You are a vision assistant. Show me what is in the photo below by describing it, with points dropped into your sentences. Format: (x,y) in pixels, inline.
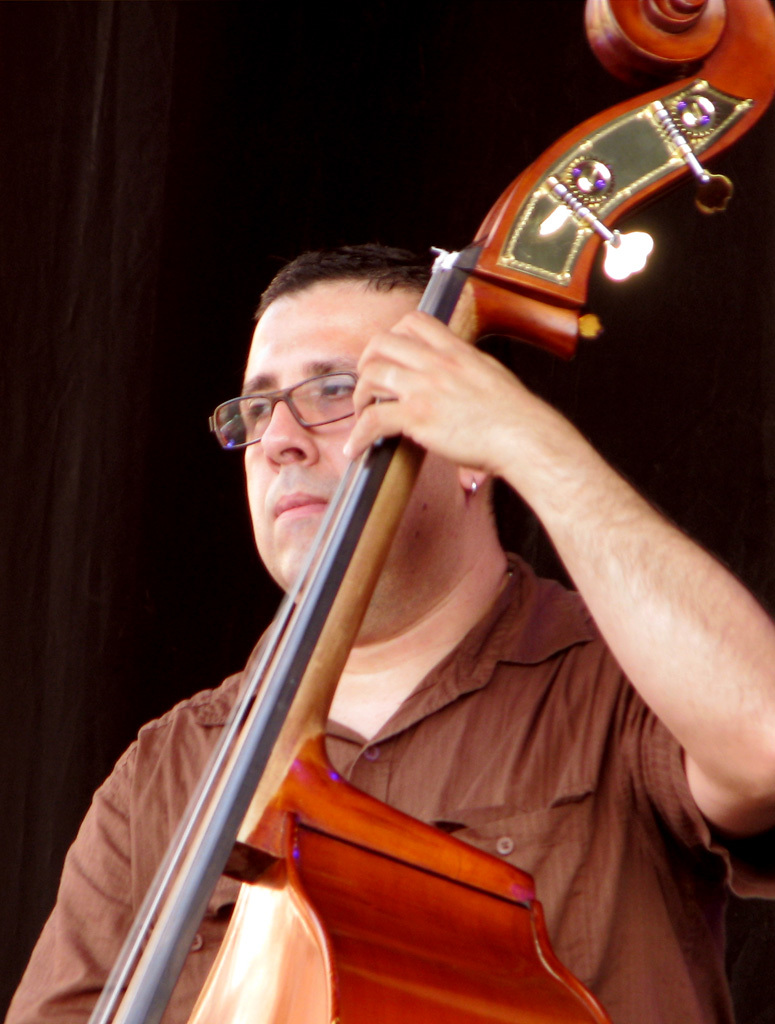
In this image i can see a person (264,353) holding a musical instrument (202,801) and wearing a shirt (201,747).
